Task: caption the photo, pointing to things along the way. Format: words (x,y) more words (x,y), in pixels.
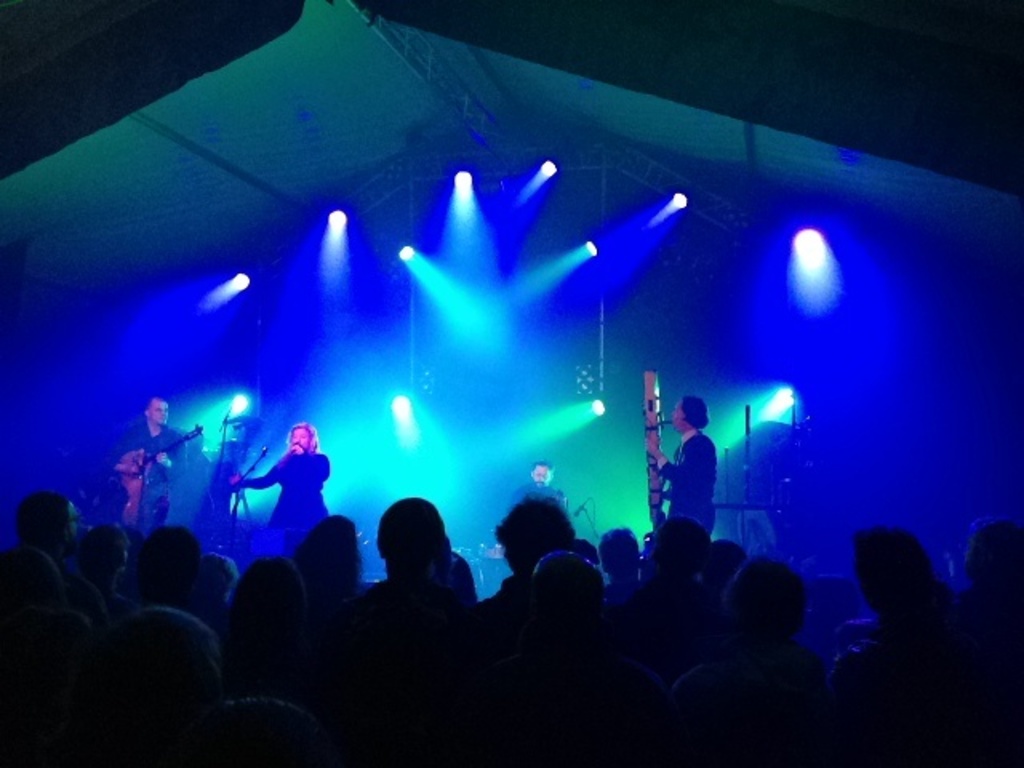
In this image, we can see some people (368,593) standing and there are some people (329,466) standing on the stage (190,461) and they are holding music instruments (140,461), we can see some lights (464,201).
